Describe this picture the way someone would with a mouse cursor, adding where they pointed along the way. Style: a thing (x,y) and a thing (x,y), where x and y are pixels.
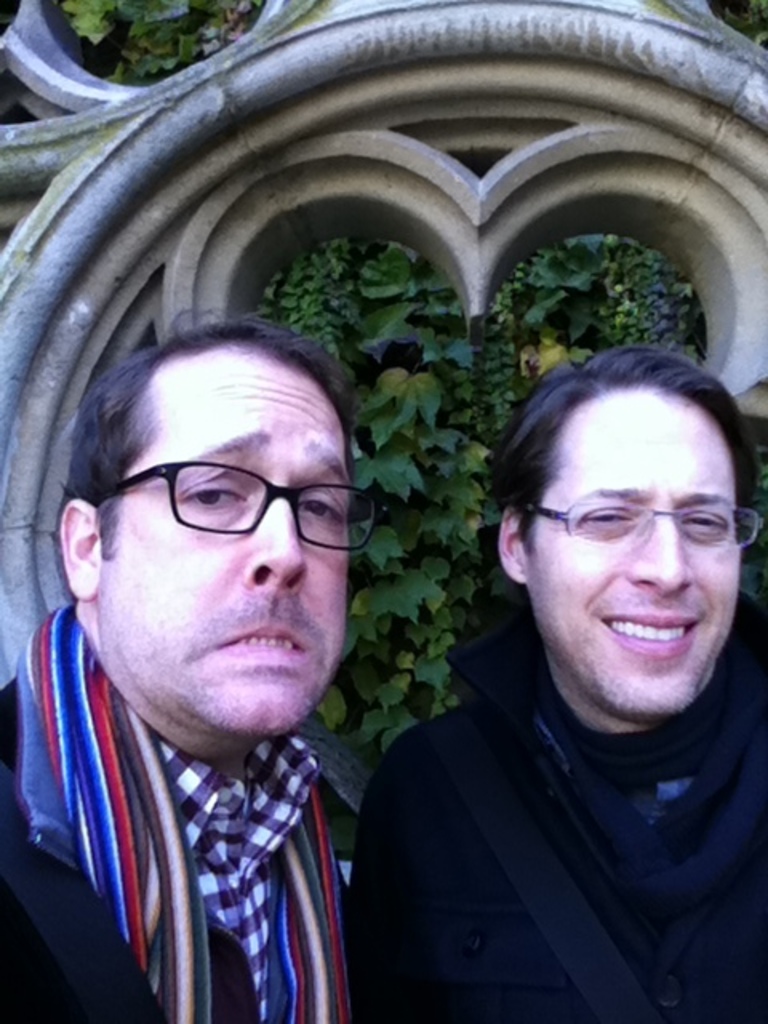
In the front of the image (204,750) I can see two people (268,562) wore spectacles (250,503). In the background of the image (670,161) there is a designed stone (637,136) and leaves (381,362).
